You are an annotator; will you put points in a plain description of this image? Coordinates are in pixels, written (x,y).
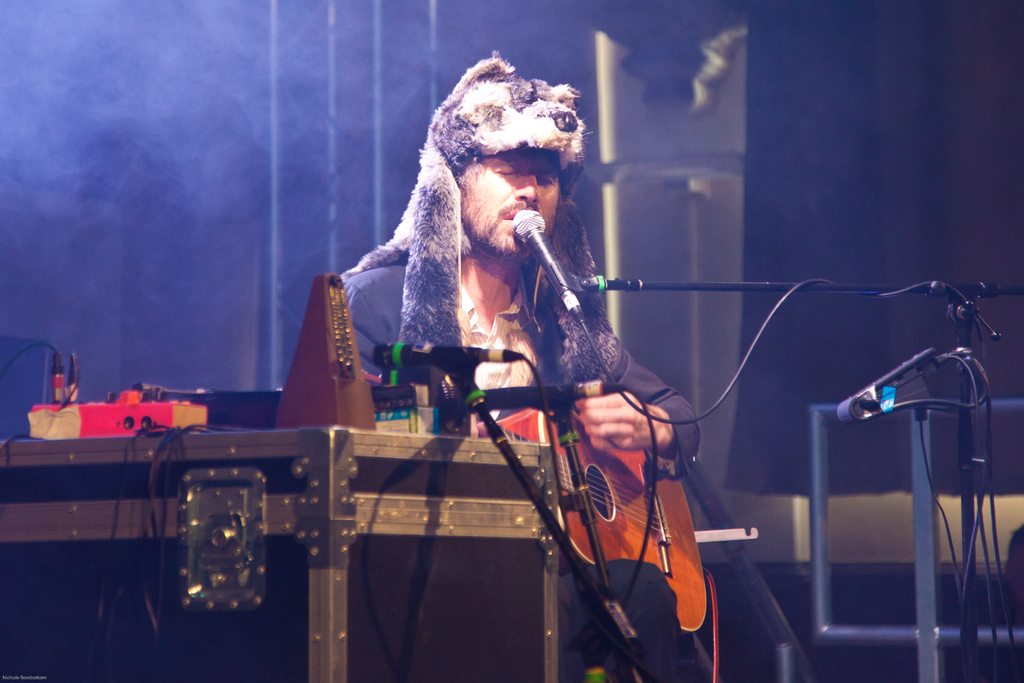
This is the picture of a man (672,650) sitting and playing a guitar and singing a song in the microphone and in the background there are cables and briefcase (156,562).
